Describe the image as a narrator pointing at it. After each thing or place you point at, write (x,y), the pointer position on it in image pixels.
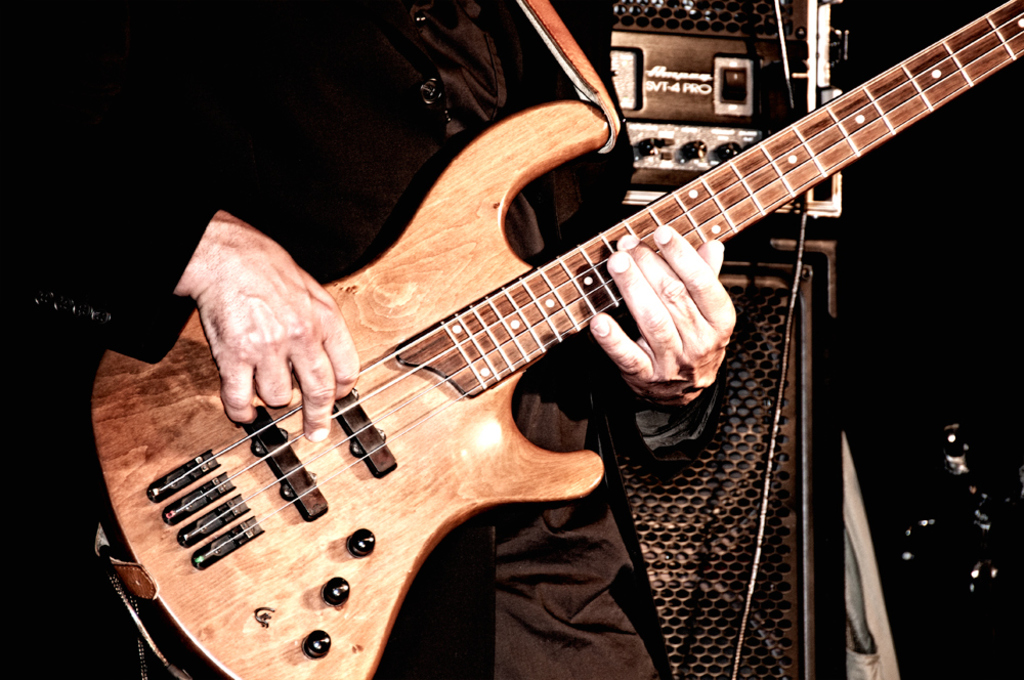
In this image, there is a person (310,107) holding and playing a guitar (395,375). This person (213,85) is wearing clothes (332,40). There are speakers (701,63) behind this person (409,109).
